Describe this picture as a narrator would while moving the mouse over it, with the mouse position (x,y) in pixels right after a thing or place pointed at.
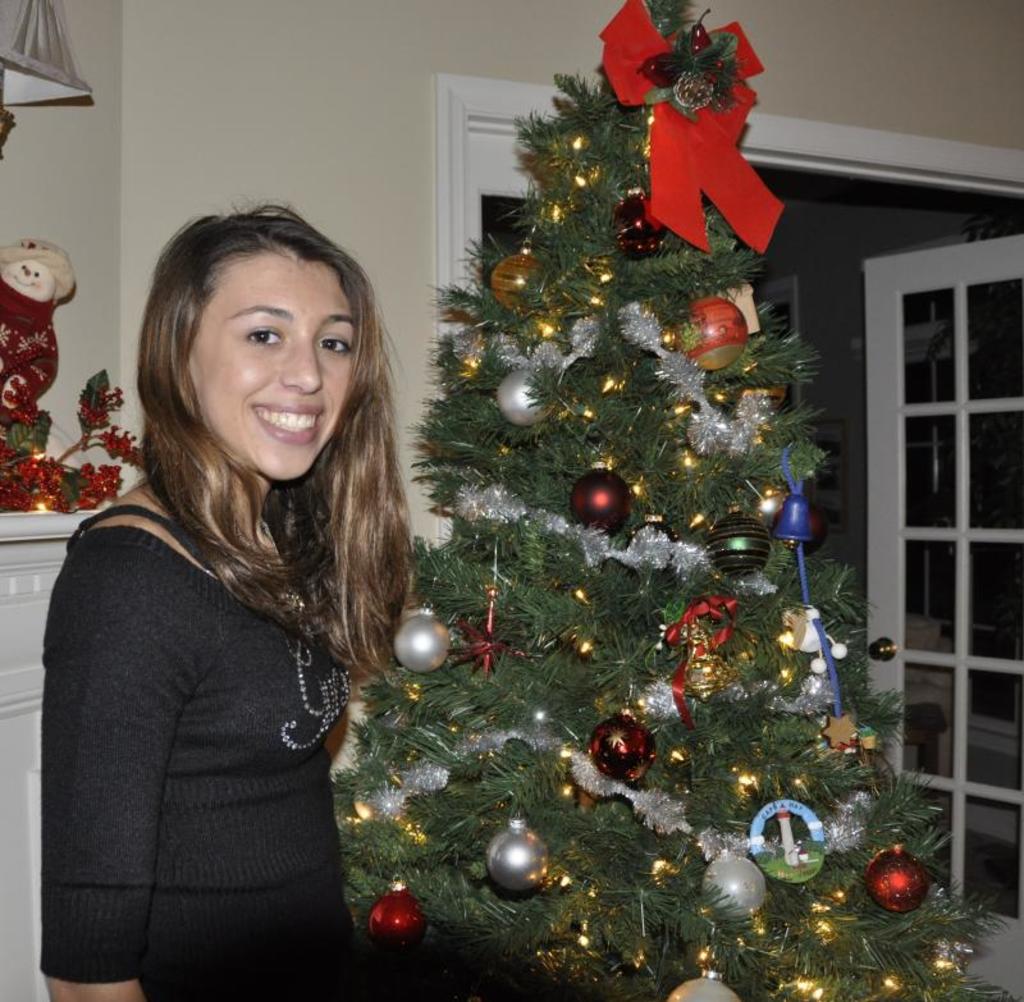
In this image we can see a woman (262,817) wearing black dress (192,841) is standing here and smiling. Here we can see the Christmas tree (699,675), some objects (37,445) placed and the glass doors (967,349) in the background (990,386).
